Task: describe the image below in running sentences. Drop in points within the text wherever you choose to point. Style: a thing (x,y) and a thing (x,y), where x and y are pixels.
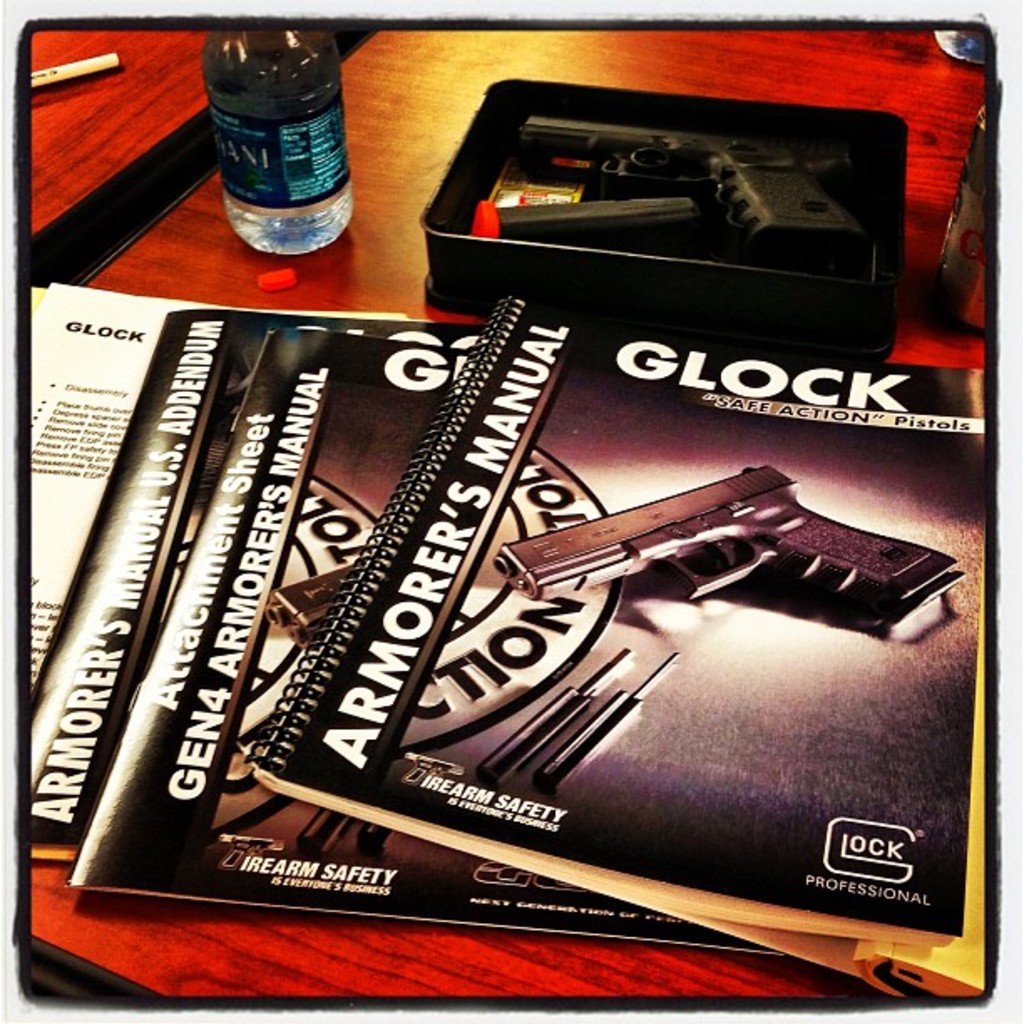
In this image, we can see a table (380,93) contains some magazines (640,579), bottle (276,169) and gun (763,162) in the box (718,250).
